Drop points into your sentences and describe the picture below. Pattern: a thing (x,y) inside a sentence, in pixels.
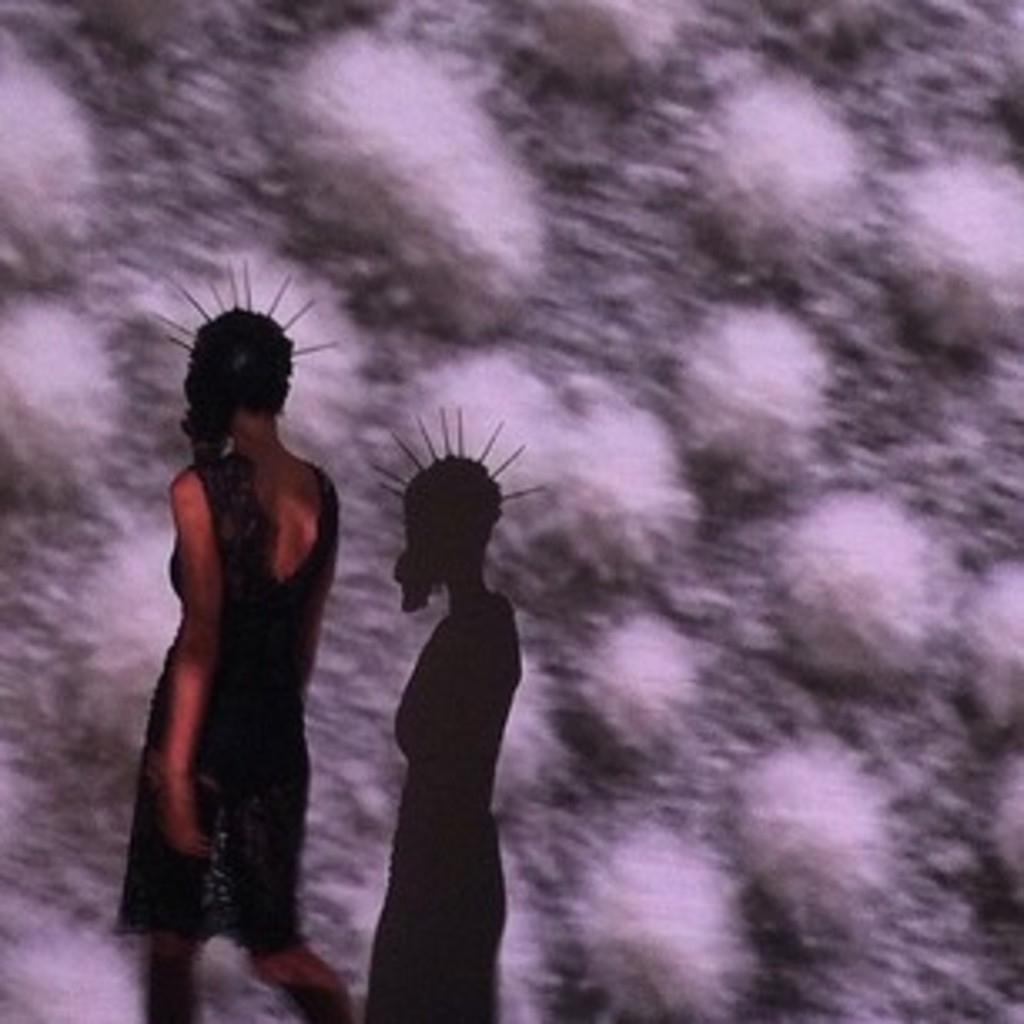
This is a picture we can see a woman (214,593) and in front of the woman (171,680) there is a shadow (425,677).
